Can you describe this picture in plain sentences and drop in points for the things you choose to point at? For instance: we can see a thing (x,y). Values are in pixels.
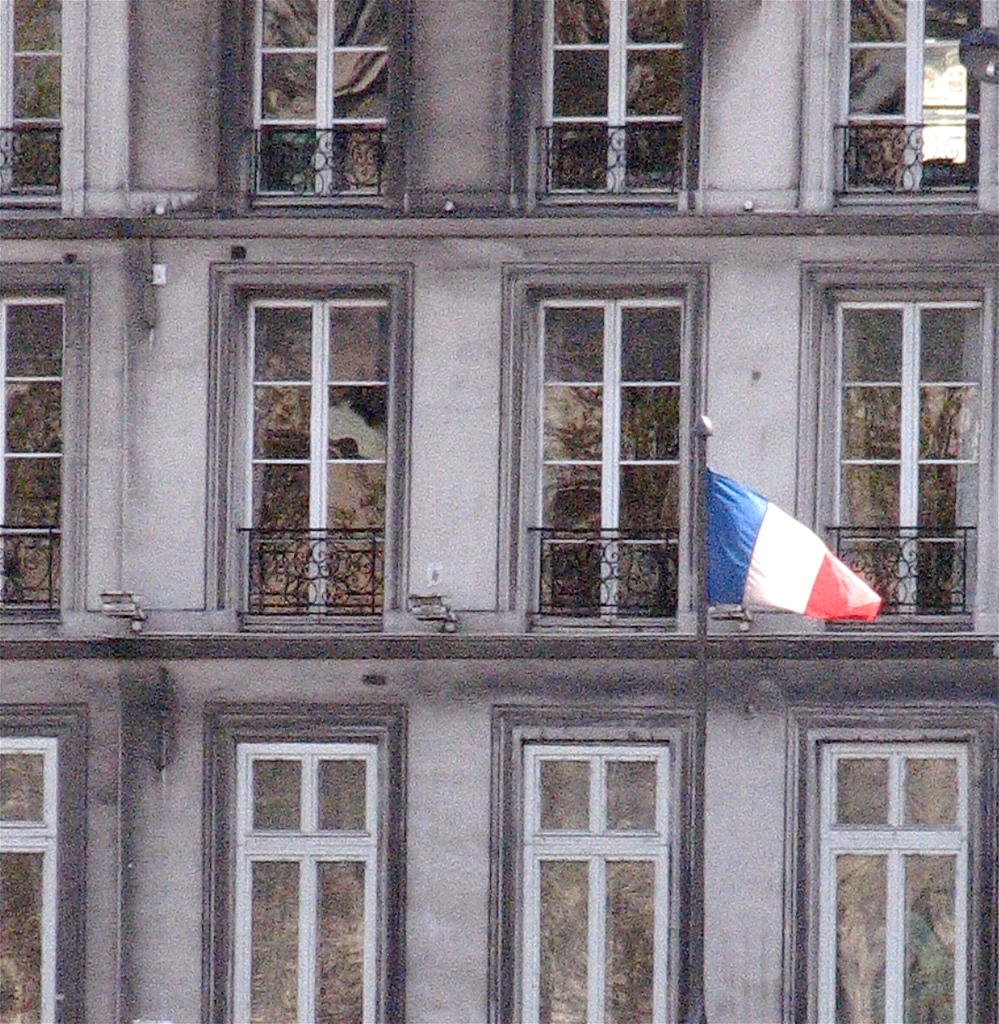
In this image we can see a building (532,499), flag (729,570), flag post (702,553), windows (647,520) and grills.
